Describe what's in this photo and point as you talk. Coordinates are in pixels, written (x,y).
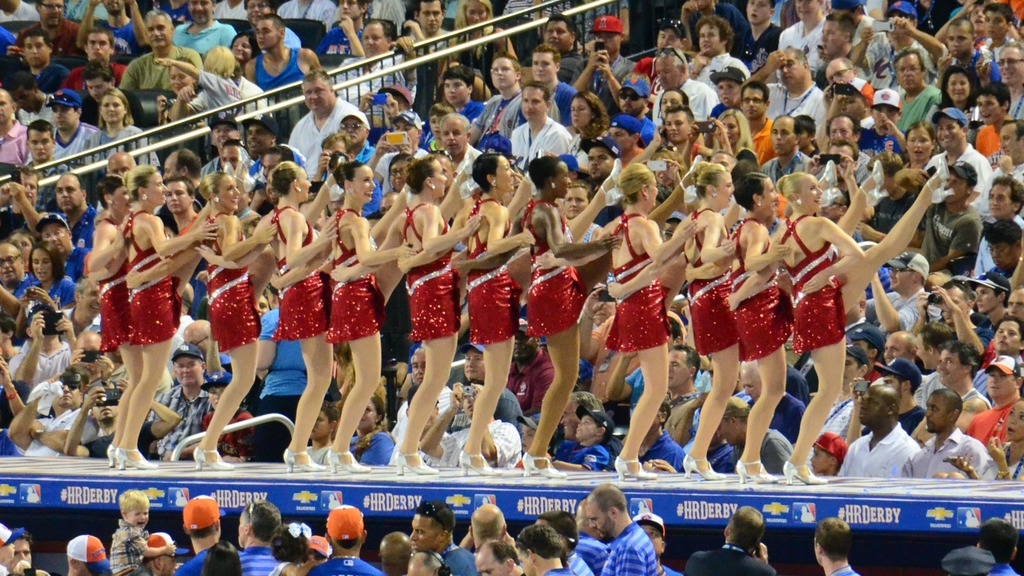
In the center of the image (345,234) we can see girls (641,359) dancing. In the background (420,143) there is crowd (450,74) sitting.
